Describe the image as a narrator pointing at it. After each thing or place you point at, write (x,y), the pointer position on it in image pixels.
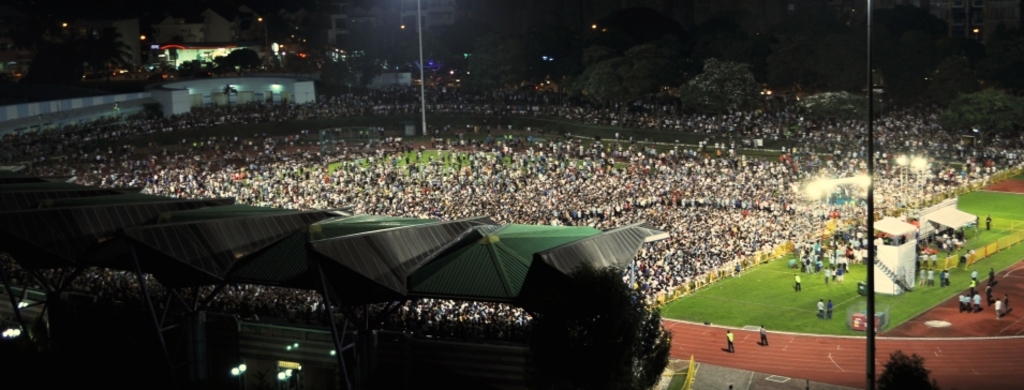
In this image we can see a crowd (453,171). Also there is a shed (206,281) with rods (156,320). Also there are trees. And there are light poles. In the background (669,97) there are buildings (185,32) and trees (617,82). Also there are lights (853,184). At the bottom (783,359) we can see an athletic track (833,350). Also we can see grass (781,287) on the ground (825,293).
